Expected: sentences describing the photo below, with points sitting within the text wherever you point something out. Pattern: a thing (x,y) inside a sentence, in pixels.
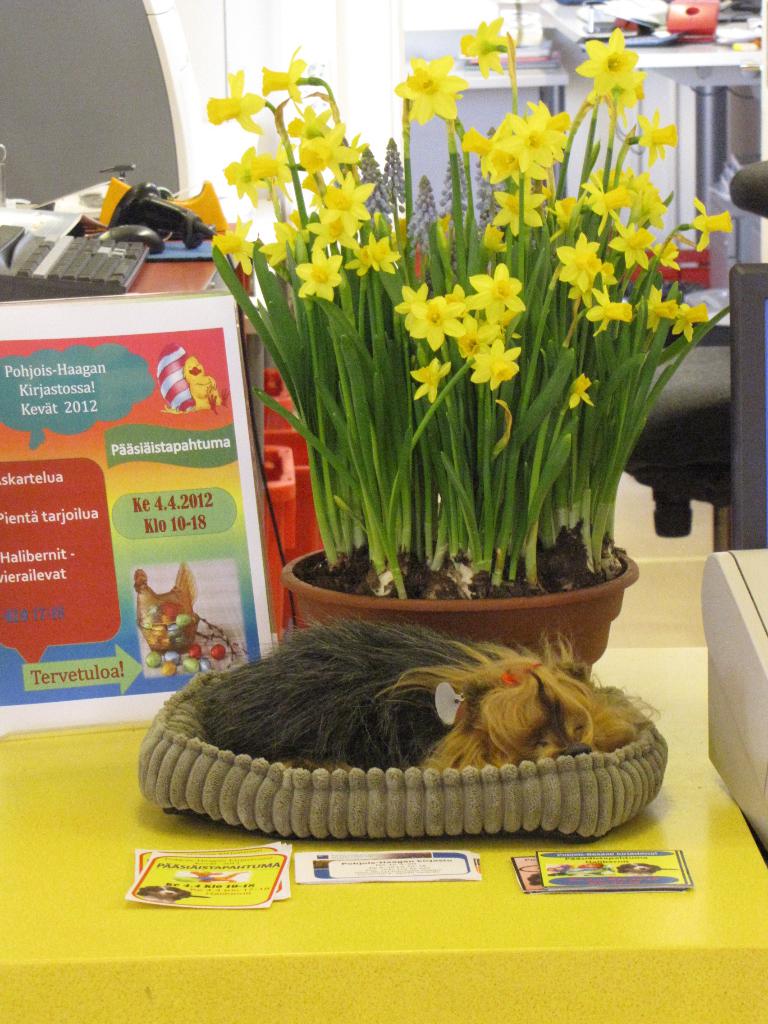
In this picture we can see a house plant (429,499), keyboard (104,256), mouse (116,232), CPU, poster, cards (165,884), toy (259,698) and some objects (679,379).
